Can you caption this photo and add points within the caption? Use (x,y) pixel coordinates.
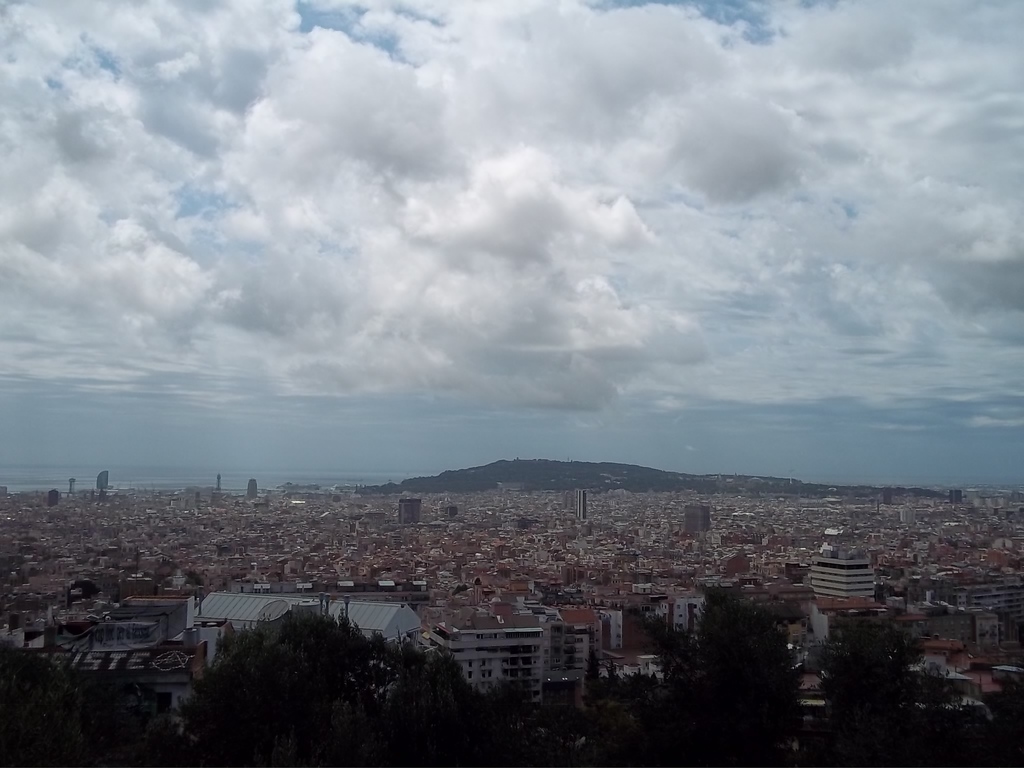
There are many trees (319,647) and buildings (331,551). In the background (204,465) there is water (231,481) and sky (438,315) with clouds (623,291).
